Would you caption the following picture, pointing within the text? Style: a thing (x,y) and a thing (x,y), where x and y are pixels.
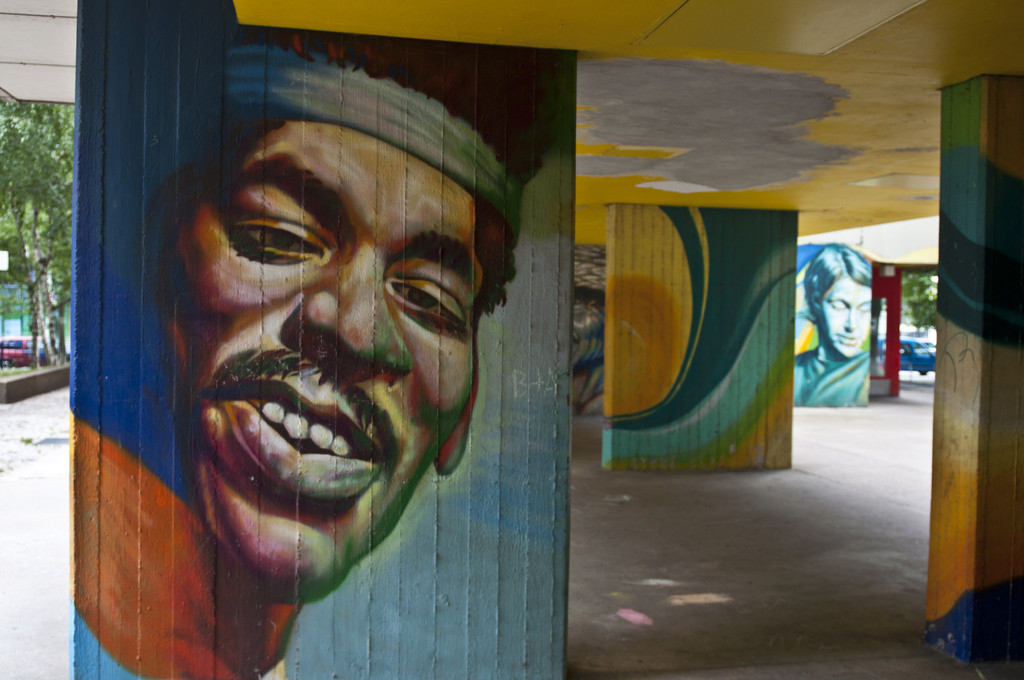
In this image it looks like a part of the building (260,225) and there is a wall (510,356) which is painted. And at the side there is a grass (39,366) and trees (45,156). And there are cars (18,336) on the road (52,411).
